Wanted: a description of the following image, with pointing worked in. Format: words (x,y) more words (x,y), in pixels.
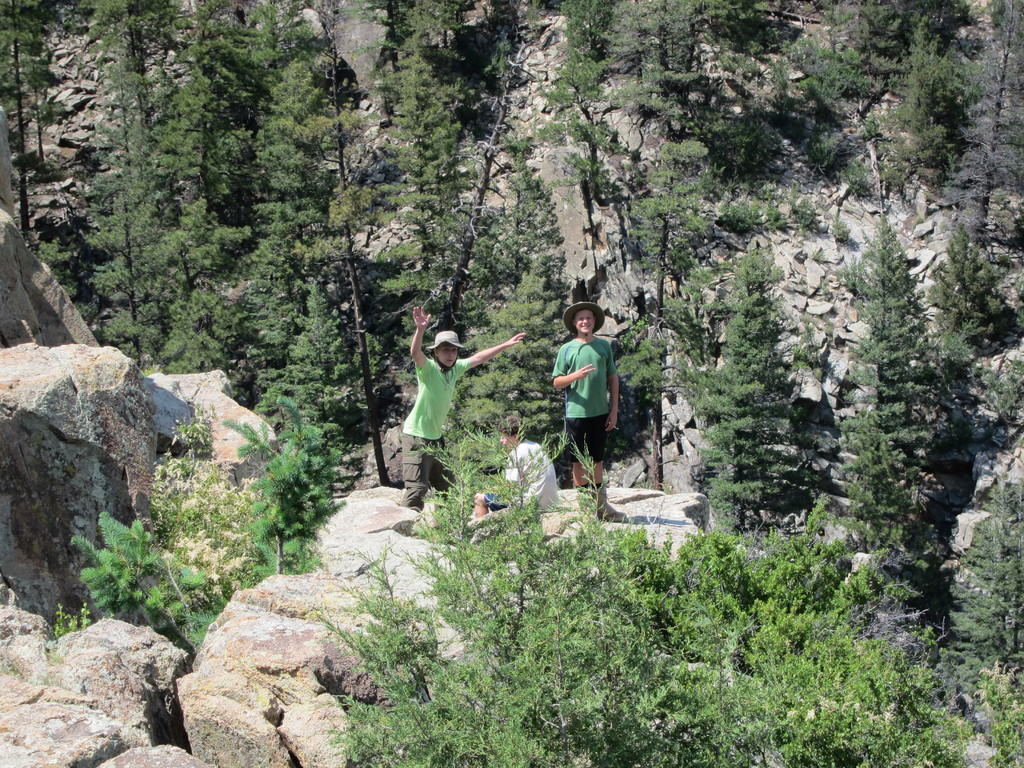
in this image two persons (591,356) are standing in middle of this image (429,391). There are some stones (316,588) at bottom left corner of this image (200,616) and there are some trees (588,629) in bottom of this image (746,629) and middle of this image (527,405) as well.
